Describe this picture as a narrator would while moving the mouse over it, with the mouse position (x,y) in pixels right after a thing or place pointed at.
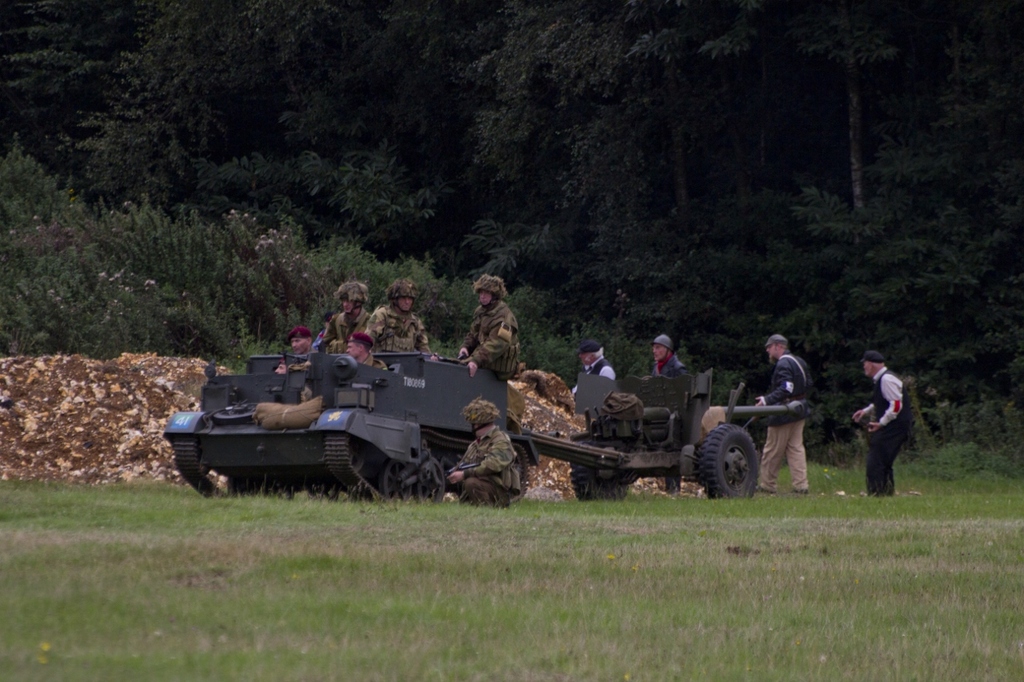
In this image i can see there are some trees (560,167) visible on the back ground (168,250) and there is a vehicle (363,413) on the grass (330,503) and there are some people (768,451) around the vehicle (374,419) and there is a grass (250,626) visible on the middle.
